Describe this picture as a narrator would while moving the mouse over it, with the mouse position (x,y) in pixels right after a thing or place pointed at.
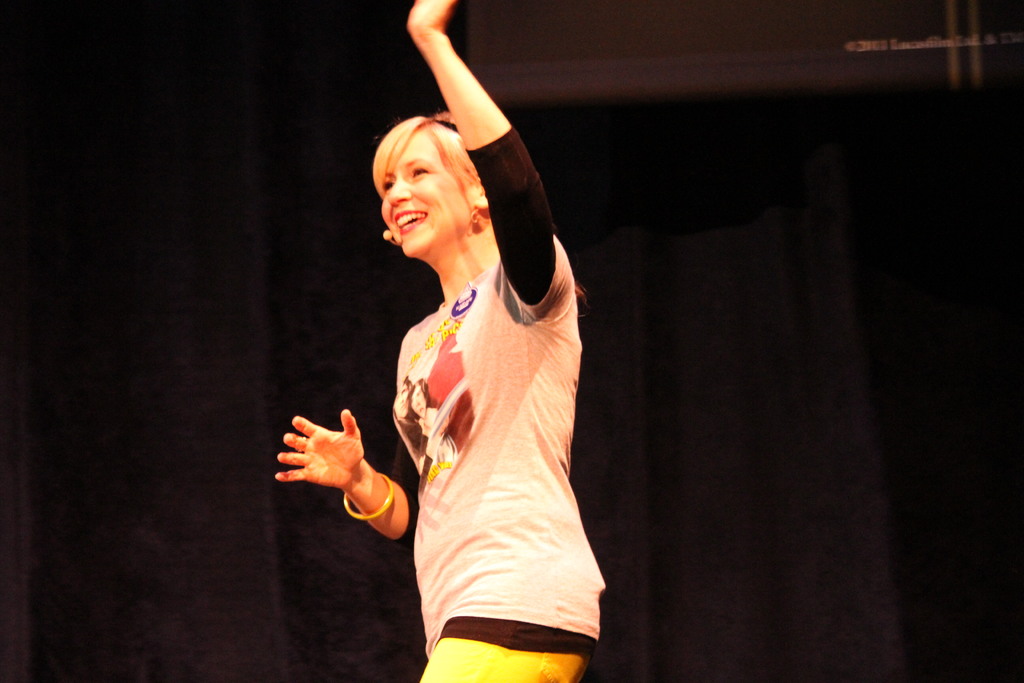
In this image there is a lady (498,624) standing, in the background (749,270) there is a black curtain (750,402).
